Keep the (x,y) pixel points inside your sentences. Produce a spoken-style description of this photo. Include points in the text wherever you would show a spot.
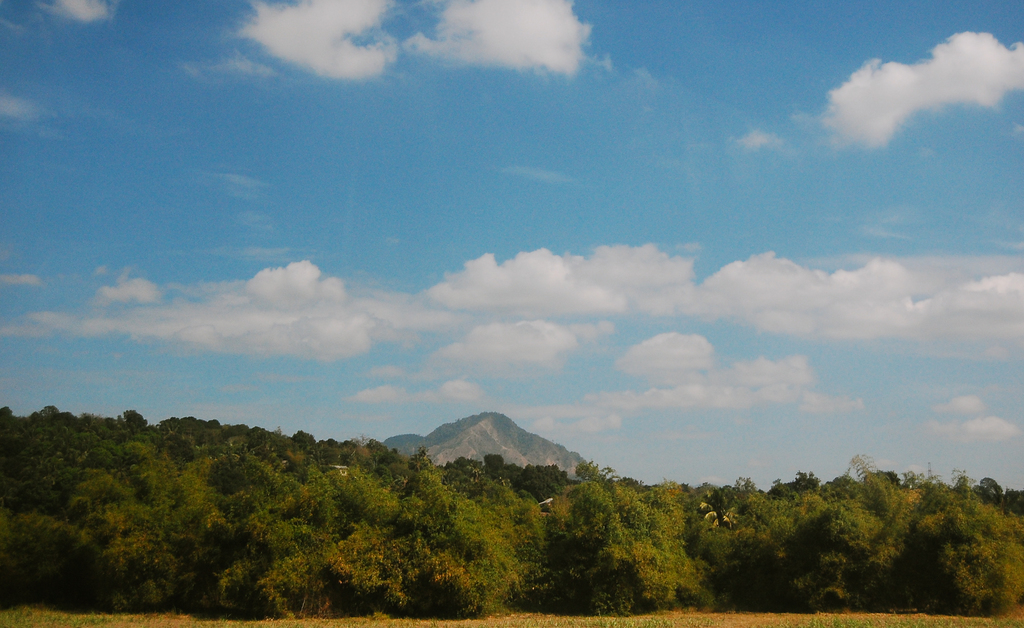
At the bottom of the image (356,556) there are trees (549,534). Behind the trees (457,530) there is a hill (525,447). At the top of the image (728,127) there is sky (633,162) with clouds (112,288).
